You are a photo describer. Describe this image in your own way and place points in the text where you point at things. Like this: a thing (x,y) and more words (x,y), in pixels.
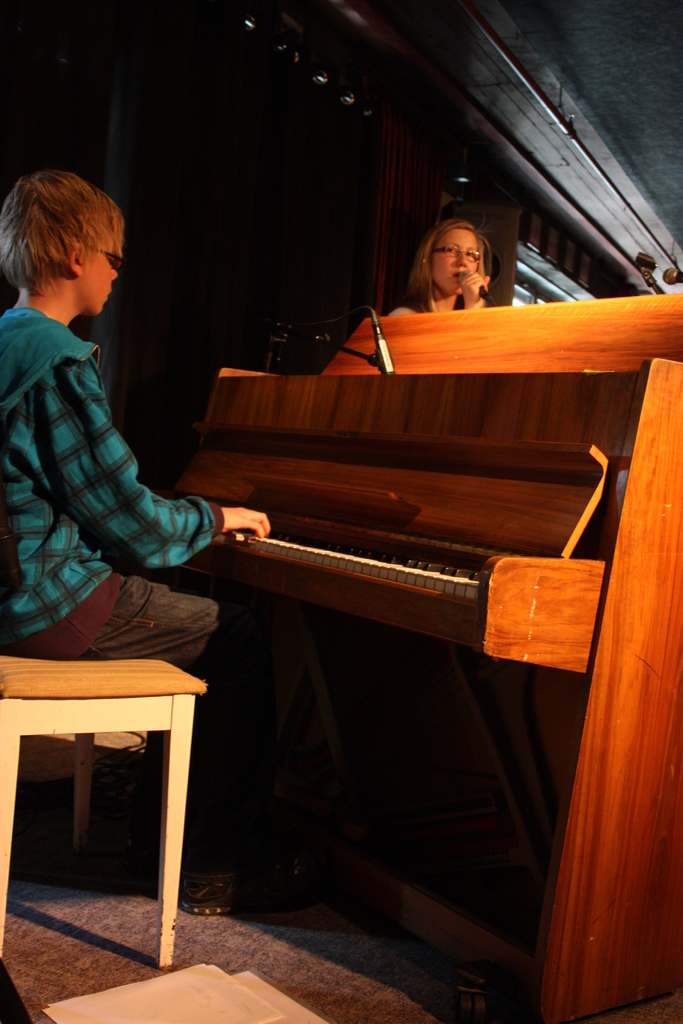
In this image we can see a person (96,386) is sitting and playing the piano (287,532), and in front here is the woman (441,308) standing and singing, and holding the microphone (483,292) in the hand (478,299).
